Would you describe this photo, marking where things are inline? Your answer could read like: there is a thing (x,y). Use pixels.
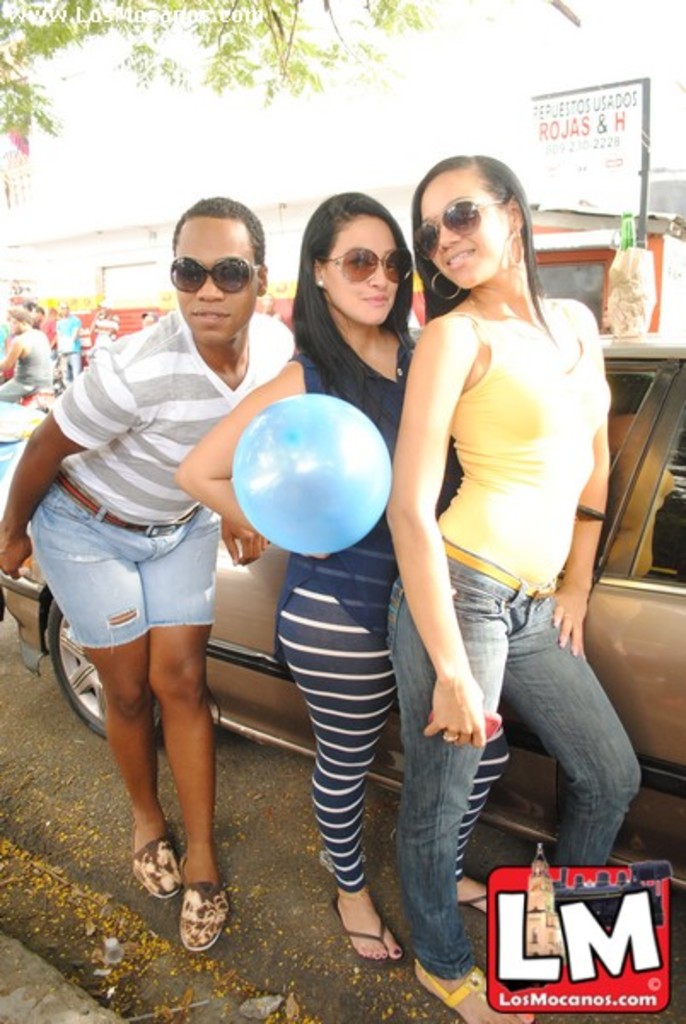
In this image there are three people (450,606) standing on the road (401,974). The woman (349,878) in the center (316,489) is holding a balloon (290,462) in her hand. Behind them there is a car (609,611) parked on the road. In the background (79,331) there are many people (56,321), buildings (159,302) and trees (94,26). There is a board (618,139) with text (581,124) in the image. In the bottom right (549,941) there is a logo (577,915) in the image.
